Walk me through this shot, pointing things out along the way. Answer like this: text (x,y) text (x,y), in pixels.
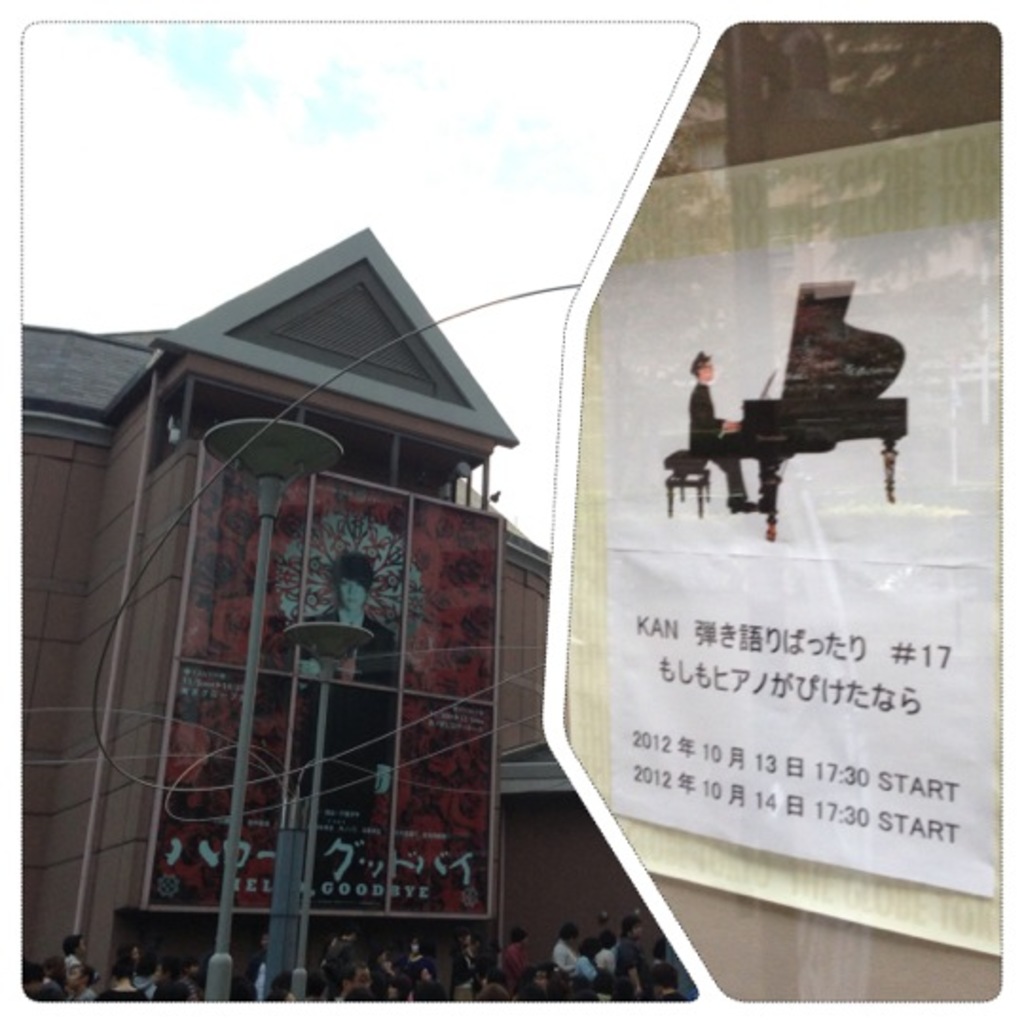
Here this picture looks like an edited image, in which in the left side (300,306) we can see a building (596,875) present over a place and in the middle of it we can see a banner (240,575) present and we can see number of people (535,971) standing and walking in front of it and we can also see some light posts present and we can see the sky (262,212) is cloudy and on the right side (876,325) we can see a poster (822,317) with a picture (763,407) and some text (730,632) present on a wall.
